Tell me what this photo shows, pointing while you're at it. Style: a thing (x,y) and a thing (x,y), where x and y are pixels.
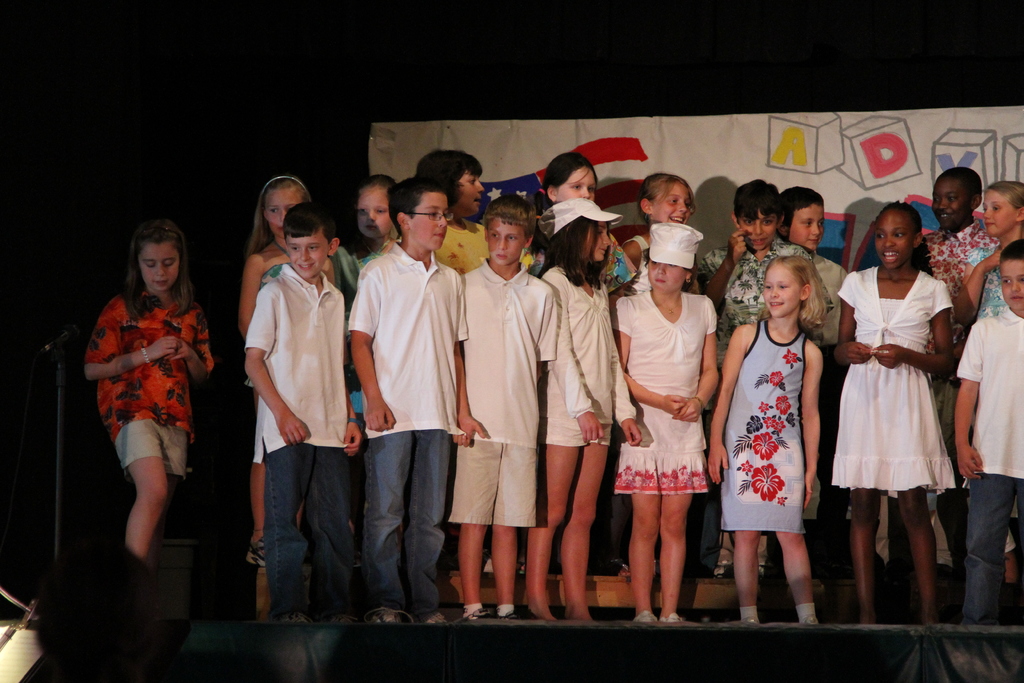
In this image few kids (984,564) are standing on the stage (765,603). Middle of the image (602,405) two kids (606,354) are wearing caps (601,218). Left side (57,337) there is a mike stand (45,352). Background (825,142) there is a banner (754,172).
